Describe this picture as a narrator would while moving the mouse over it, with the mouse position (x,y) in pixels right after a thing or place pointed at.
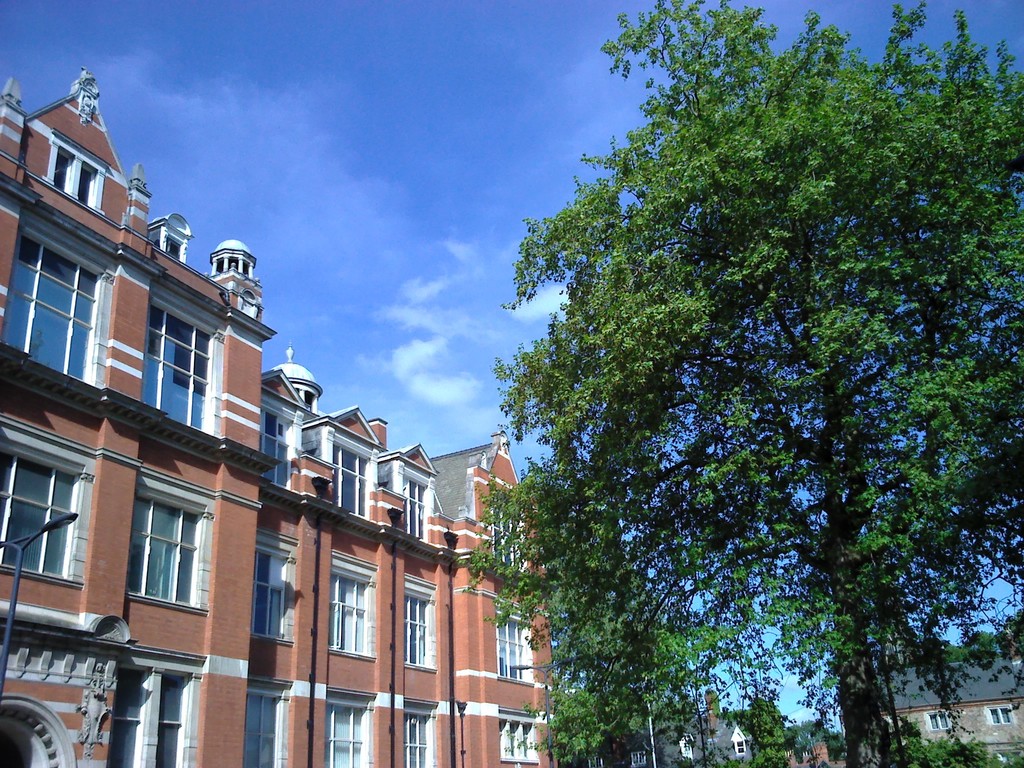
In this image I can see trees (754,304) in green color, background I can see few buildings (478,646) in brown and gray color and the sky (440,175) is in blue and white color.
